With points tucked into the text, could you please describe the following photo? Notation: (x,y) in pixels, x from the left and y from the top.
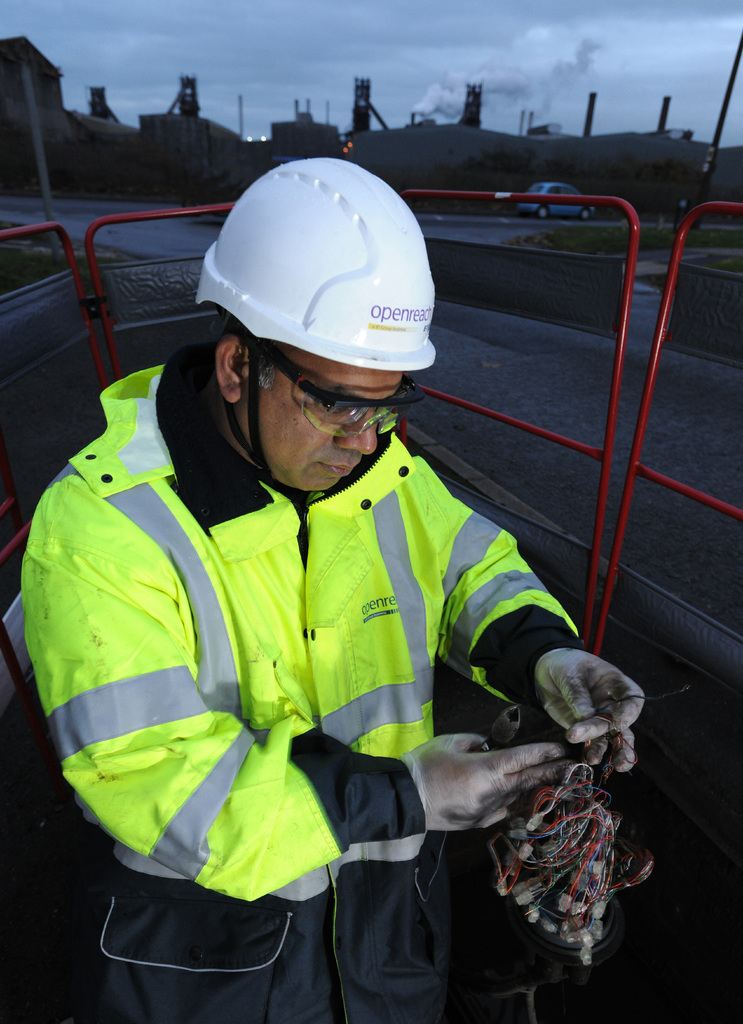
In this picture there is a man (343,249) who is wearing helmet (318,320), goggles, gloves (550,759), jacket (342,694) and trousers (352,957). He is holding wires (588,766). He is standing near to the fencing (631,587). In the back (589,413) we can see buildings (411,143), shed (87,119), road (596,414) and car (537,208). On the top (668,72) we can see sky (443,62) and clouds (585,21). Here we can see smoke (444,100) which is coming from the exhaust tower (471,91).
